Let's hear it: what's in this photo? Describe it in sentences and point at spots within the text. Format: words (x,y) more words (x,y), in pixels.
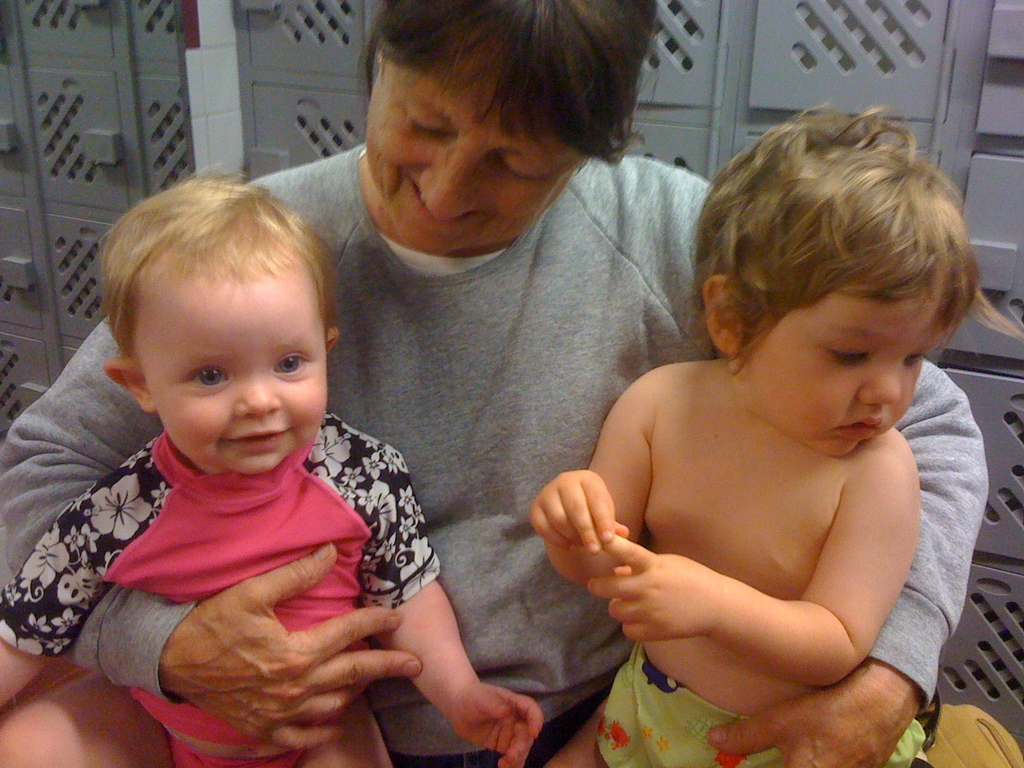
In this image, I can see the woman (512,607) sitting and holding two babies (687,544). In the background (784,72), these are looking like the cupboards (54,160).
